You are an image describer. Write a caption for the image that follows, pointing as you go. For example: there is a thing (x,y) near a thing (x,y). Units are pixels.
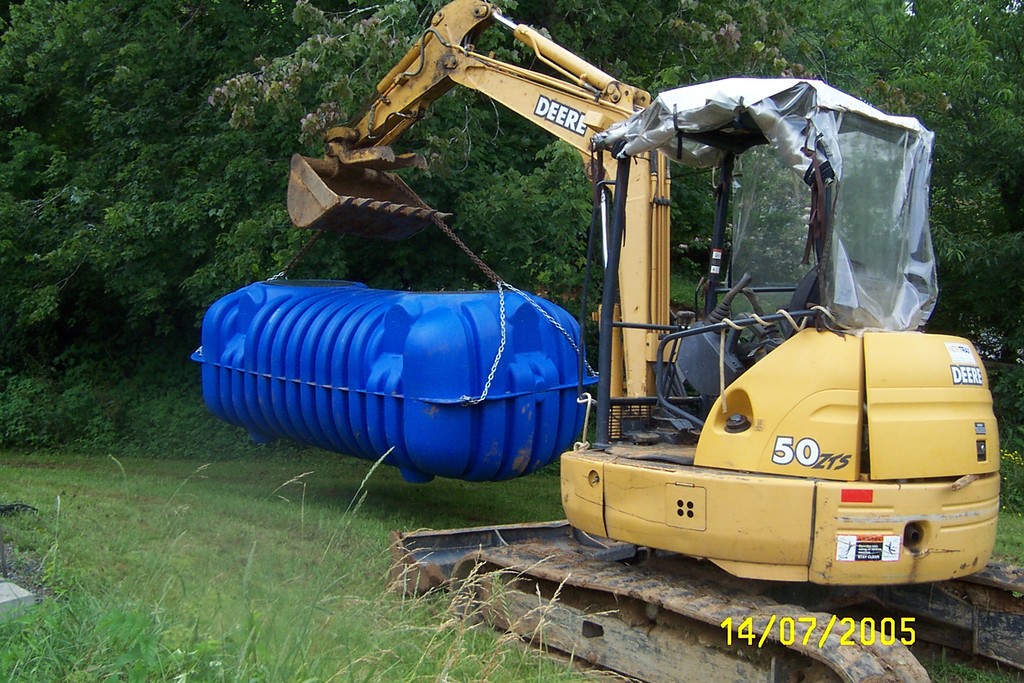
In this picture I can observe yellow color crane (604,204) on the ground (299,543). This crane (530,579) is lifting large blue color box (339,346). There is some grass (267,472) on the ground (166,582). In the background (165,180) there are trees (603,66).
